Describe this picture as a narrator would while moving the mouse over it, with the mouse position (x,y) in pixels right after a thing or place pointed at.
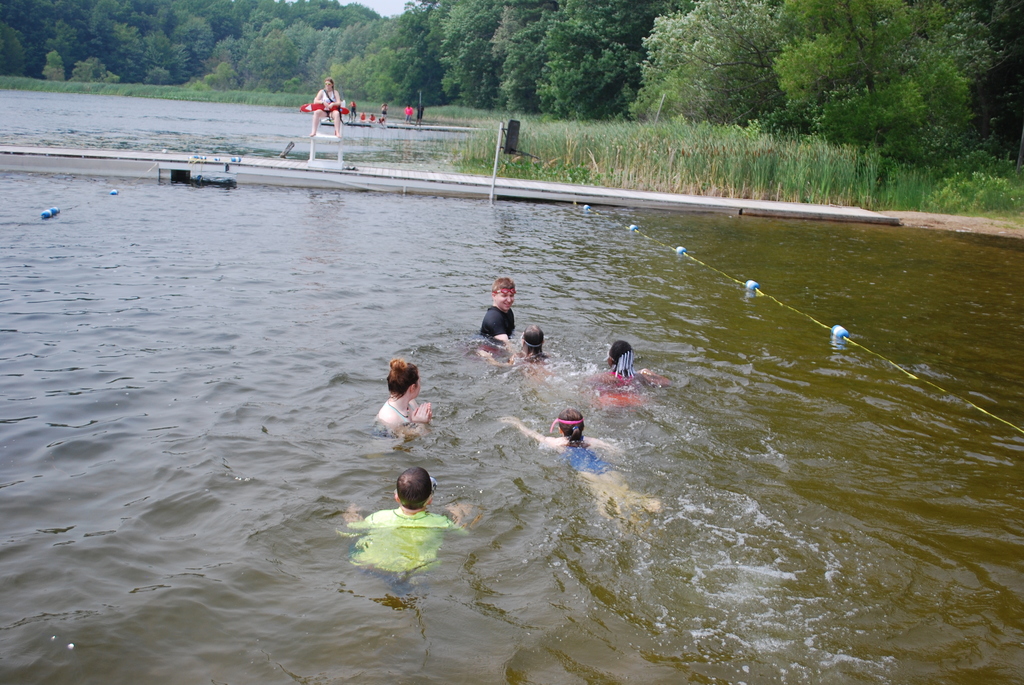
In this image I can see group of people (590,461) in the water (568,488). In the background (333,112) I can see the person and the person (321,108) is wearing white color shirt (326,95) and I can see few trees (628,50) in green color and the sky (389,9) is in white color.
